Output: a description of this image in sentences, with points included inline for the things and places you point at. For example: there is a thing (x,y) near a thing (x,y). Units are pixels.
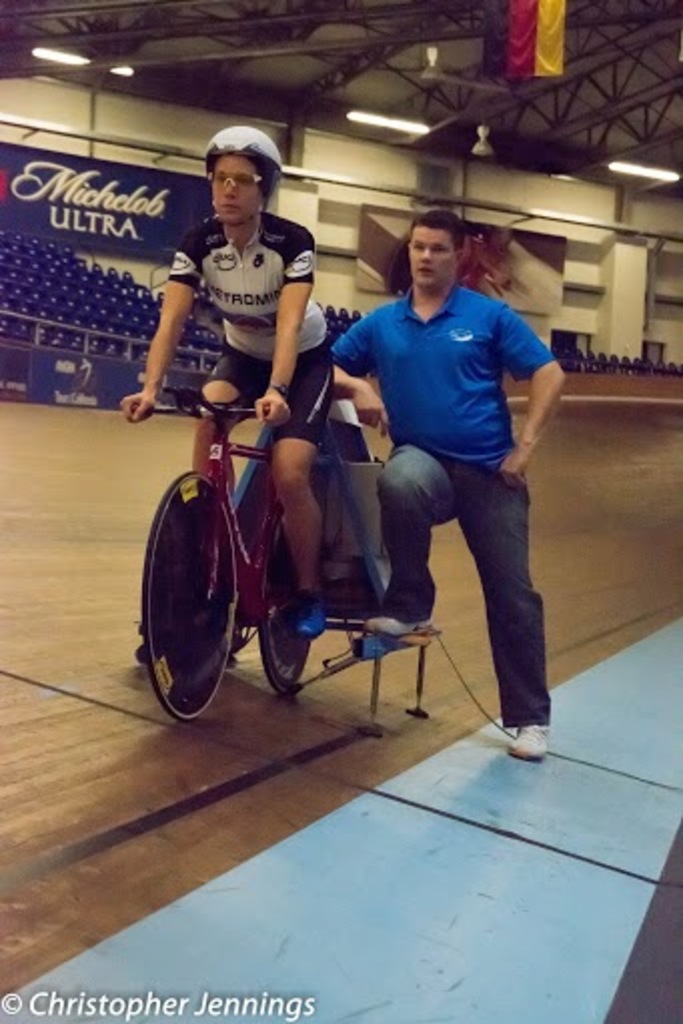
In this picture we can see a bicycle (198,705) on the floor (332,803), here we can see two people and in the background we can see the wall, lights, boards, roof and some objects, in the bottom left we can see some text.
